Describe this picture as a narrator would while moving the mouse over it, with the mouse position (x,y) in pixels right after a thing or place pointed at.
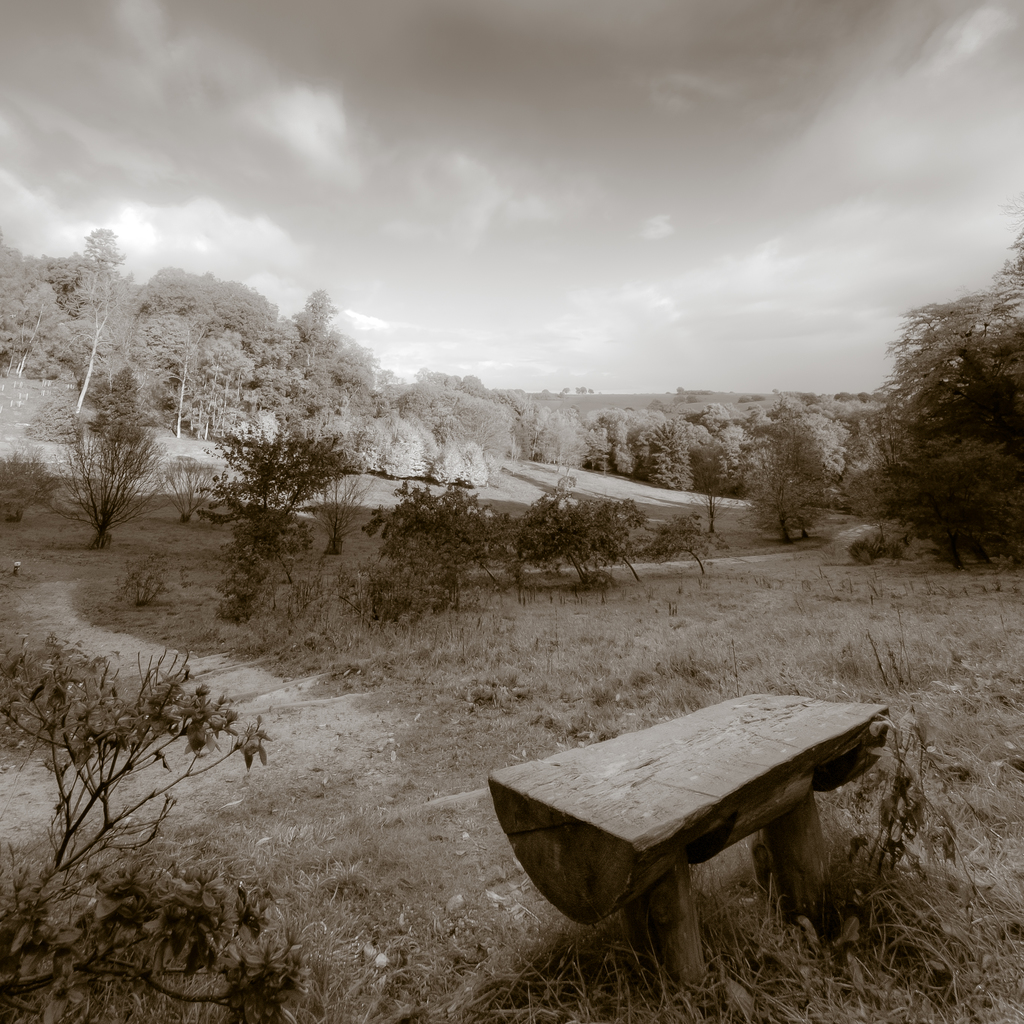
This is a black and white picture. At the bottom of the picture (665,888), we see a wooden bench (609,791) and we even see grass (793,638). There are many trees (338,511) in the background (365,445). At the top of the picture (352,233), we see the sky (527,77) and the clouds (549,362).
